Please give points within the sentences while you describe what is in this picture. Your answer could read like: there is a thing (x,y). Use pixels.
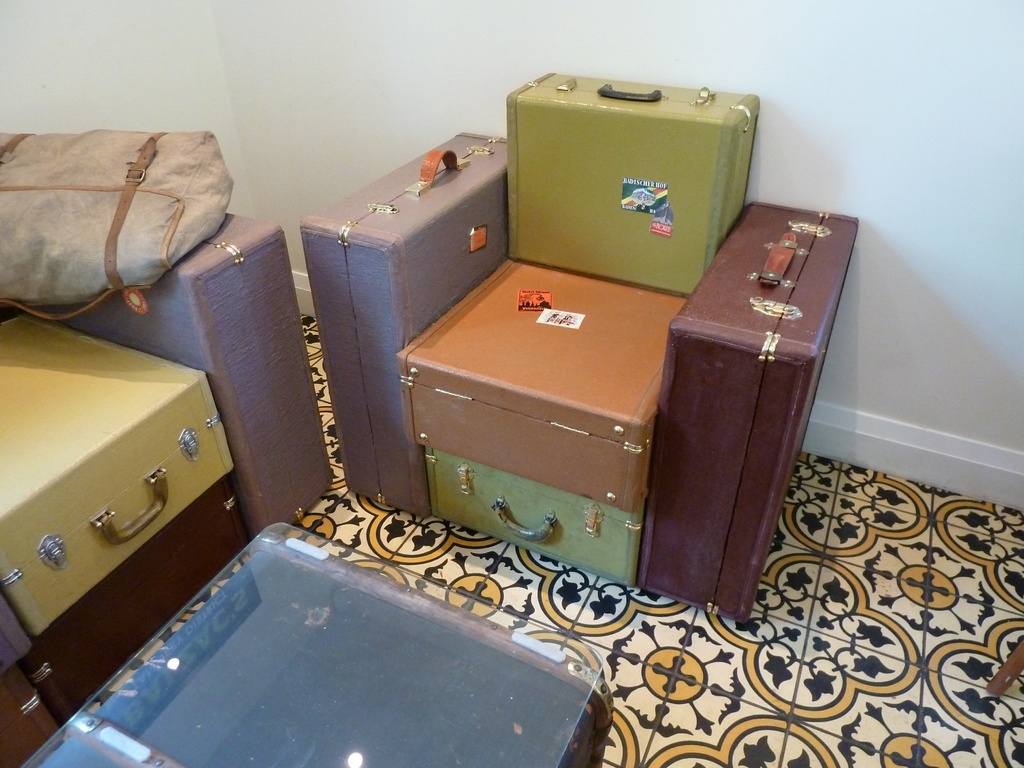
In this picture we can see baggage (241,288) and a glass (323,683).
